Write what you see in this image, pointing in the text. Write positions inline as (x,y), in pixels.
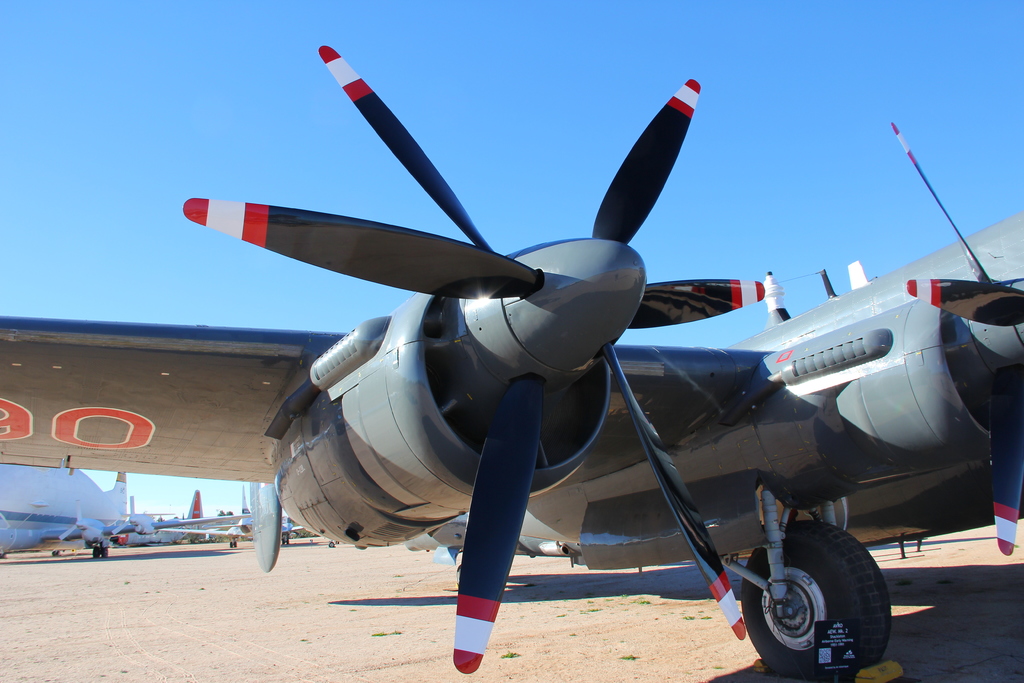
In front of the picture, we see an airplane (736,428) which is grey in color on the runway (523,582). There are many airplanes (134,541) in the background (135,514) are on the runway (125,546). At the top of the picture (561,134), we see the sky (531,81), which is blue in color.
